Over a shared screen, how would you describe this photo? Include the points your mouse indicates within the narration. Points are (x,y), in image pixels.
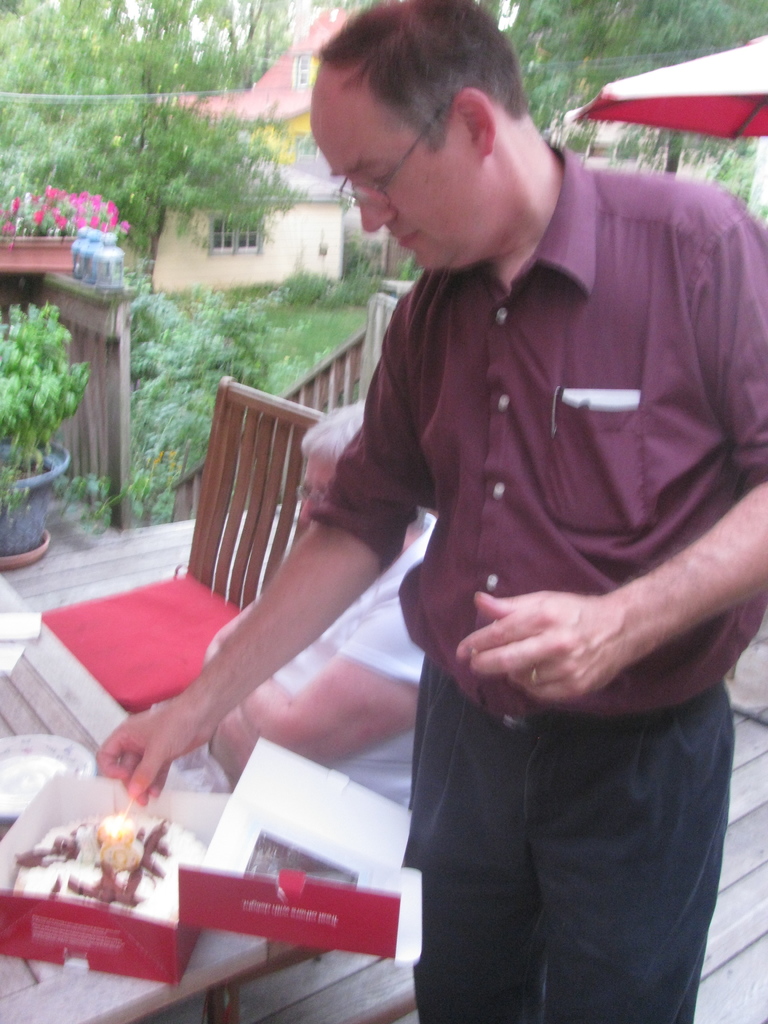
In the image in the center (463,385) we can see one person (503,620) standing and holding matchstick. On the left side of the image (242,740), we can see one person (315,682) sitting on the chair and in front of him, there is a table (109,723). On the table (55,717), we can see plate (58,760), tissue paper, box (106,950), candle (117,843) and cake (70,870). In the background (303,88) we can see trees (190,198), plants (252,314), grass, flowers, buildings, plant pot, chair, fence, window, wall (162,244), roof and tent (695,109).
